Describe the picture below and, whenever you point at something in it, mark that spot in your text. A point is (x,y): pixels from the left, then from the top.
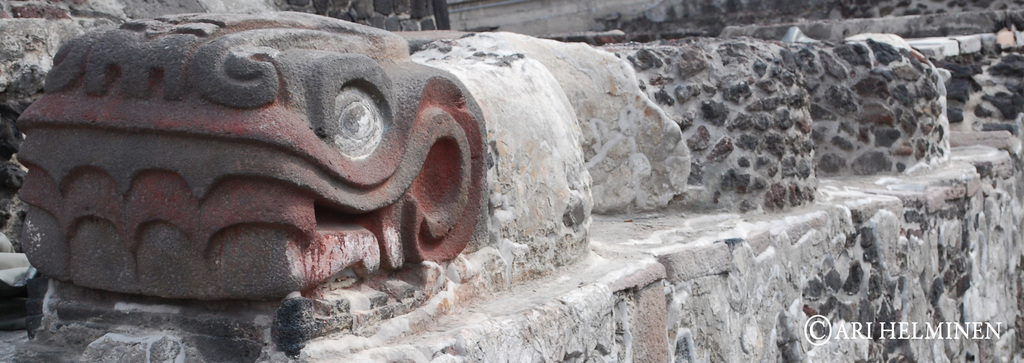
In this picture we can see the stone carving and the stone walls (914,155). In the bottom right corner of the picture (821,318) we can see watermark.
